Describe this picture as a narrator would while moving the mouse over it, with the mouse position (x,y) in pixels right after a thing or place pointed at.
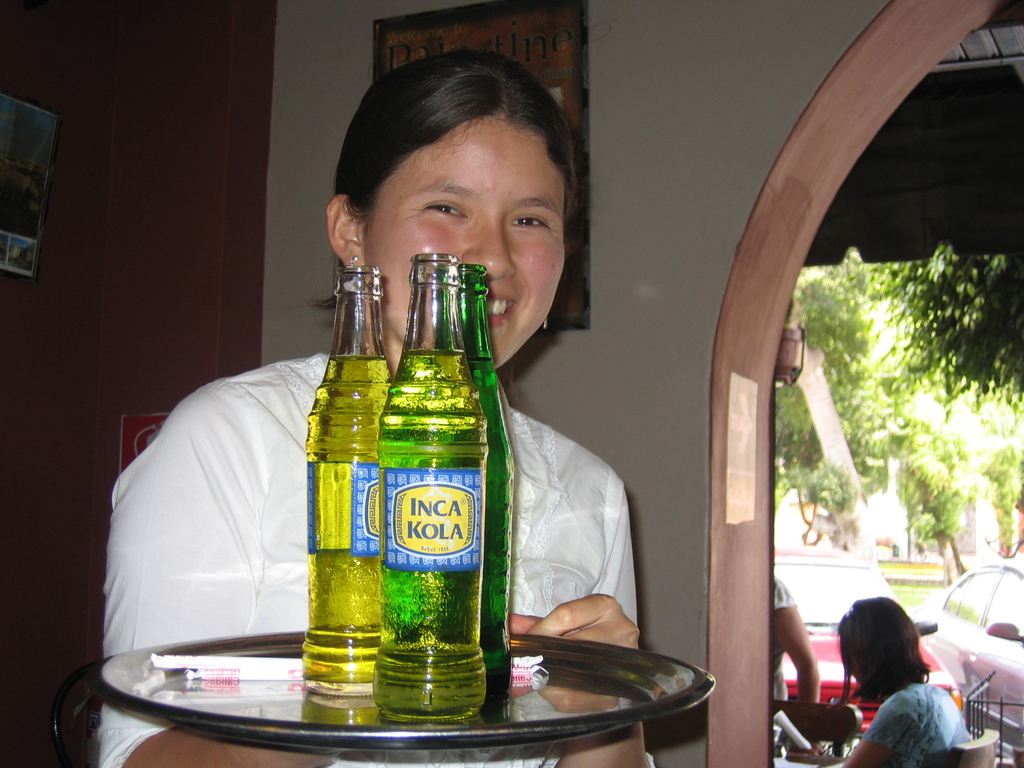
This picture is clicked inside the room (111,8). In front of this picture, we see a woman (264,553) standing and holding a plate (365,705) in which it contains three cool drinks (513,484). Behind her, we see a wall (151,244) which is brown in color and we even see photo frames (517,42). On the right (859,729) this picture, we see people (875,741) sitting on the chair (853,711) and even cars (836,691) and behind that we see trees (882,338).
